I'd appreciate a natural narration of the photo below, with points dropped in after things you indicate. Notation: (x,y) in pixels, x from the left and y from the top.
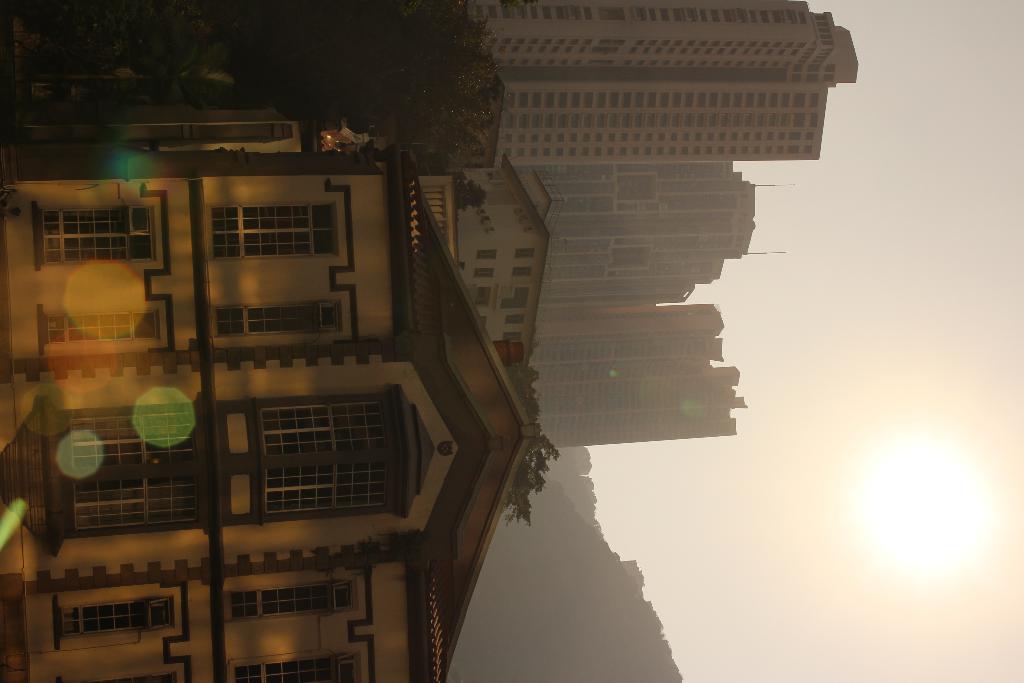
In this picture I can see number of buildings (738,49) and trees (356,125). On the right side of this picture (810,322) I can see the sky (880,306) and the sun (922,521).
